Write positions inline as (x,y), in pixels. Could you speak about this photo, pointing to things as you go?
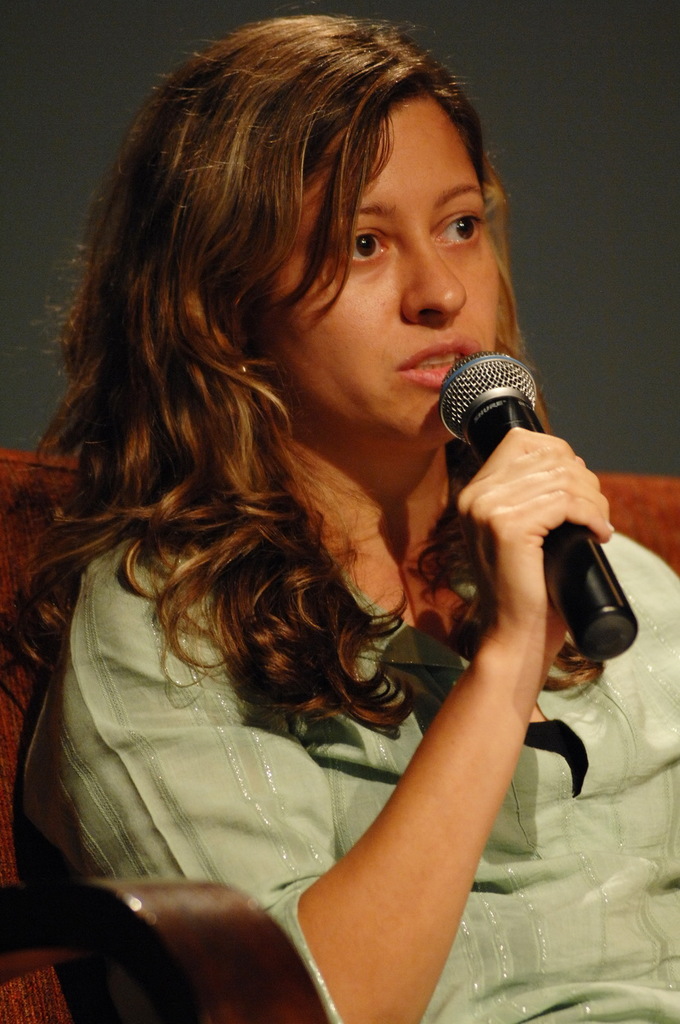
In this image I can see the person (507,619) and the person (555,909) is wearing green color shirt (263,771) and holding a microphone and I can see gray color background.
